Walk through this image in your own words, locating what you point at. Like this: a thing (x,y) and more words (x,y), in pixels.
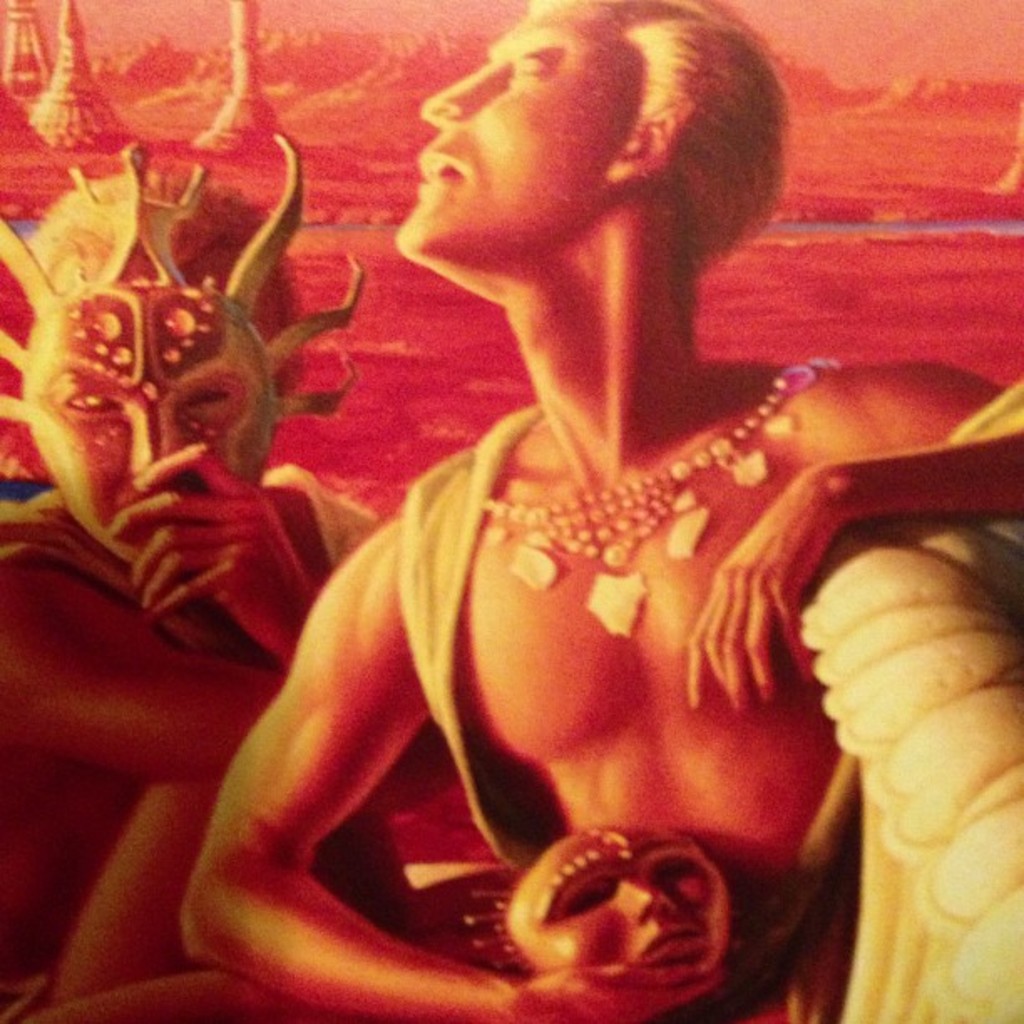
In this image I can see the depictions (522,96) of two persons (545,598). These two persons (213,616) are holding masks (556,860) in the hands (211,560) and wearing costumes (432,639). It seems like a photo frame (1007,751). In the background (167,88), I can see the ground (859,271).
